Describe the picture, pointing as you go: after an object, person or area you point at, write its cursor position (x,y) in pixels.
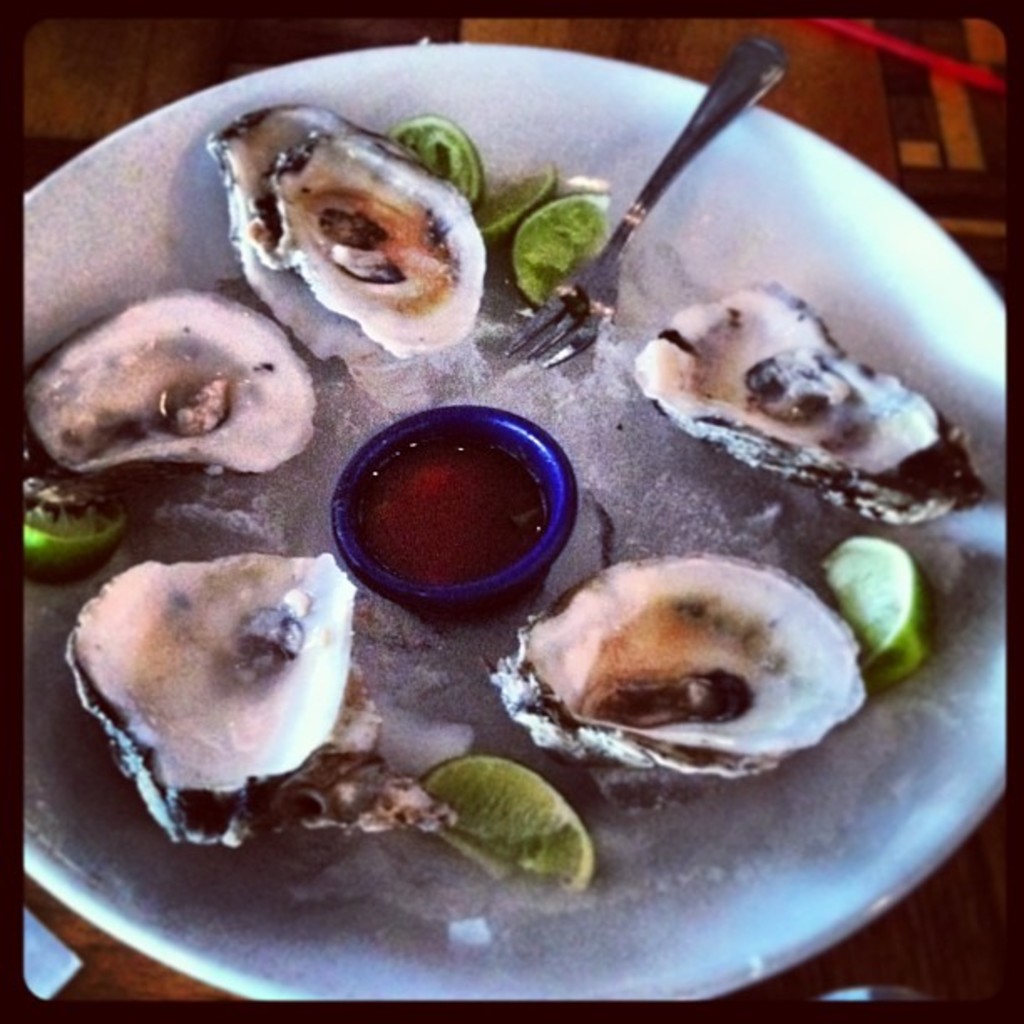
In this image we can see a plate (682,180) containing shells (828,362), lemon slices (520,809), fork (608,313) and a cup (480,521) placed on the surface (193,86).
